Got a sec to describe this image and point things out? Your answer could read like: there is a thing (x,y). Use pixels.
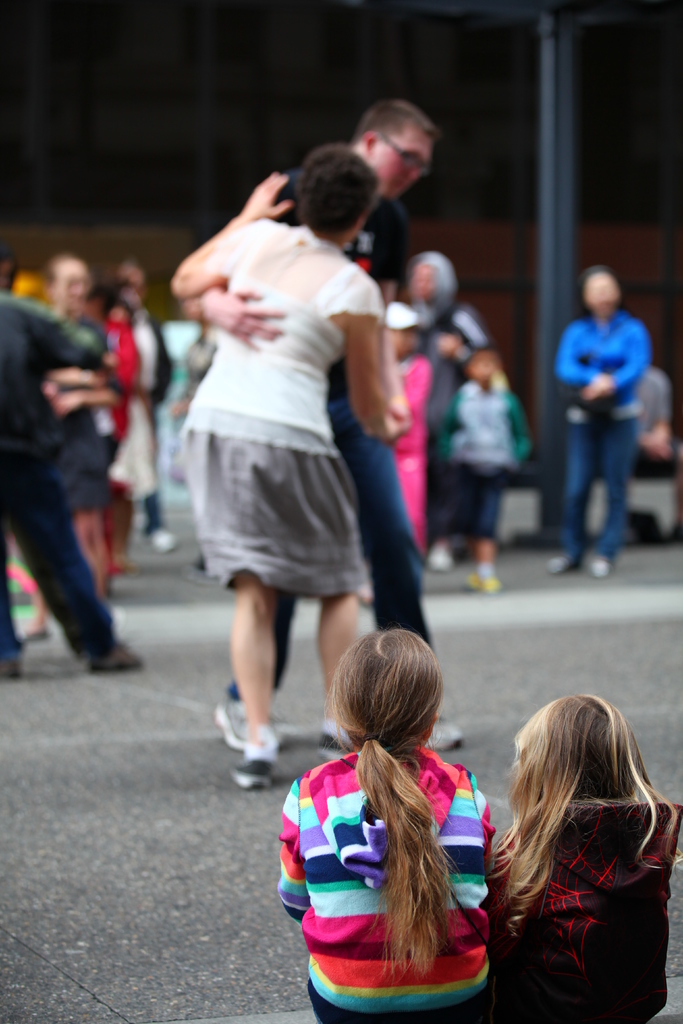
At the bottom of the image (462,810) there are two kids (523,870) sitting. In front of them there are few people (203,444) dancing. Behind them there is a pole (546,360) and also there are few people (583,375) standing. And there is a blur background (151,185).
